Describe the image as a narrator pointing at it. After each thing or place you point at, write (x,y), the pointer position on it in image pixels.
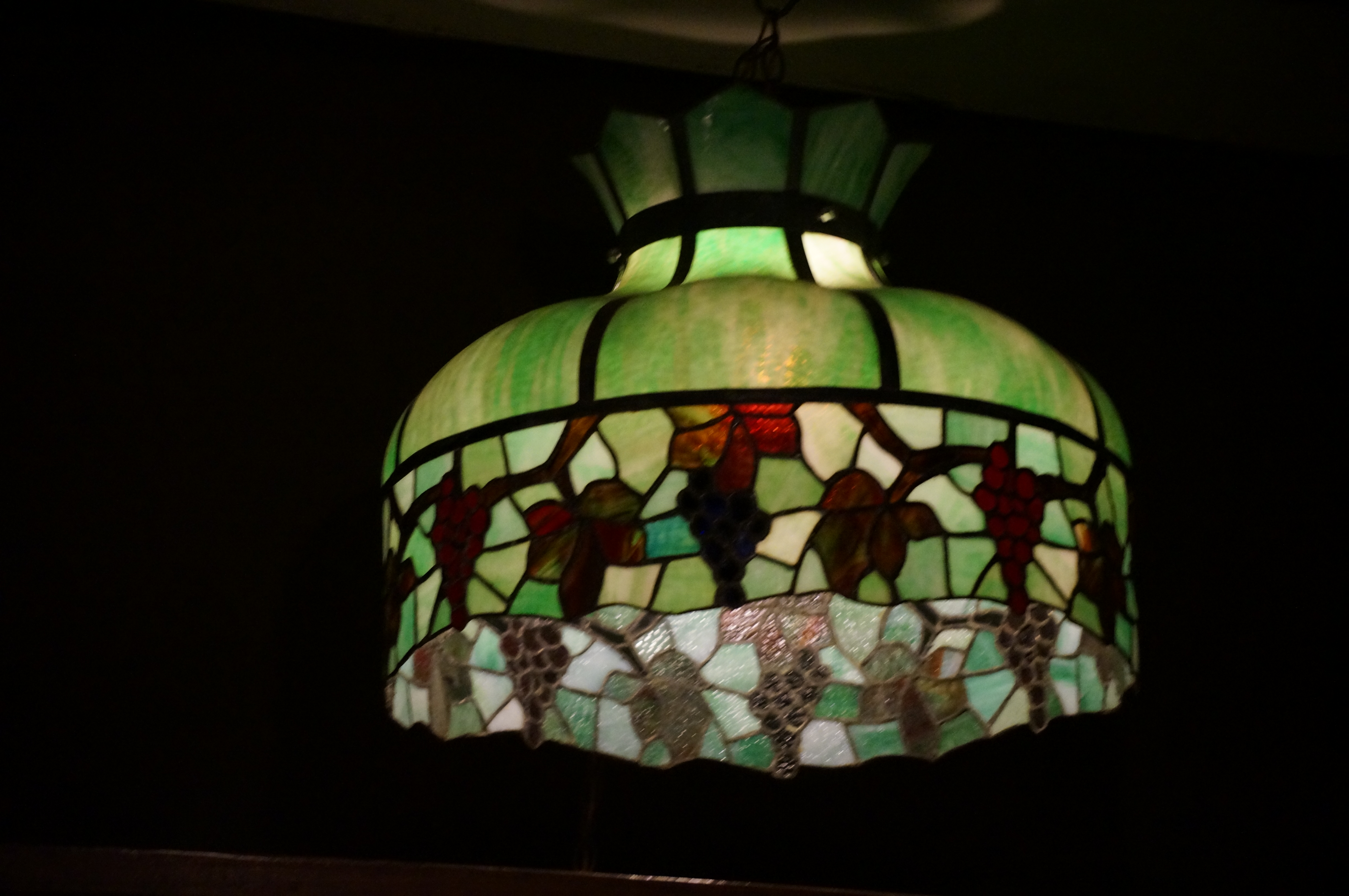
In the image there is a lamp (731,626) in the middle (661,501) and the background (238,316) is dark.
